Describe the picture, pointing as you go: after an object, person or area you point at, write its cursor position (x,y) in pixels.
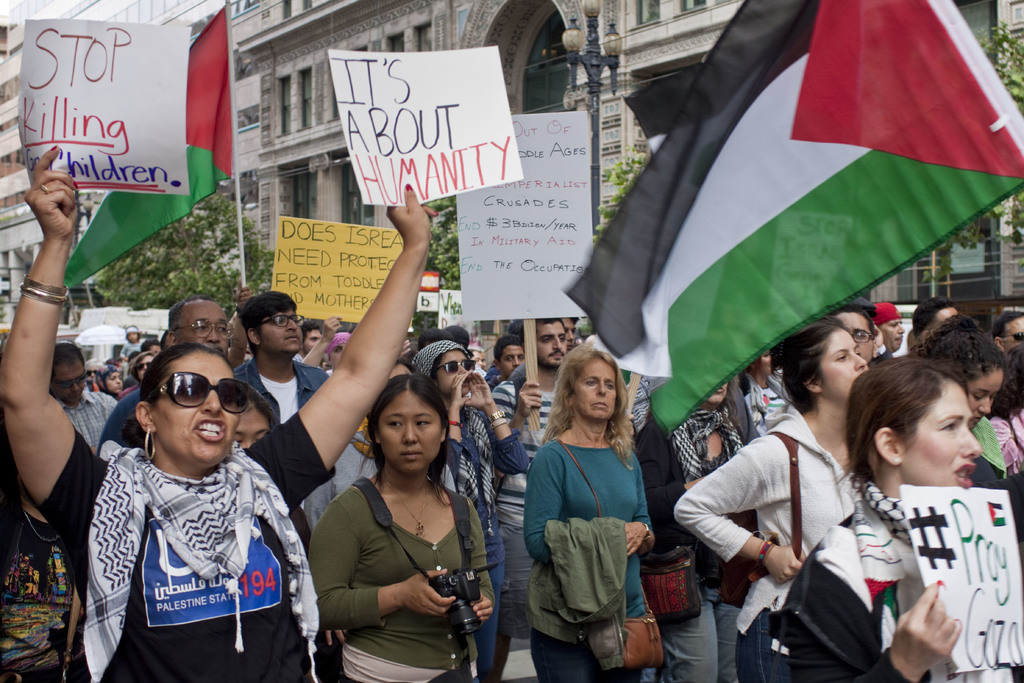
There is a crowd (238,393). Some are holding placards (279,234). And some are holding flags (907,133). Also few people (663,455) are wearing bags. One lady (382,569) is holding a camera (460,601). Lady (167,516) in the front (156,488) is wearing goggles (187,396). In the background (307,74) there are buildings (330,66) and trees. And there is a light pole (573,79).
